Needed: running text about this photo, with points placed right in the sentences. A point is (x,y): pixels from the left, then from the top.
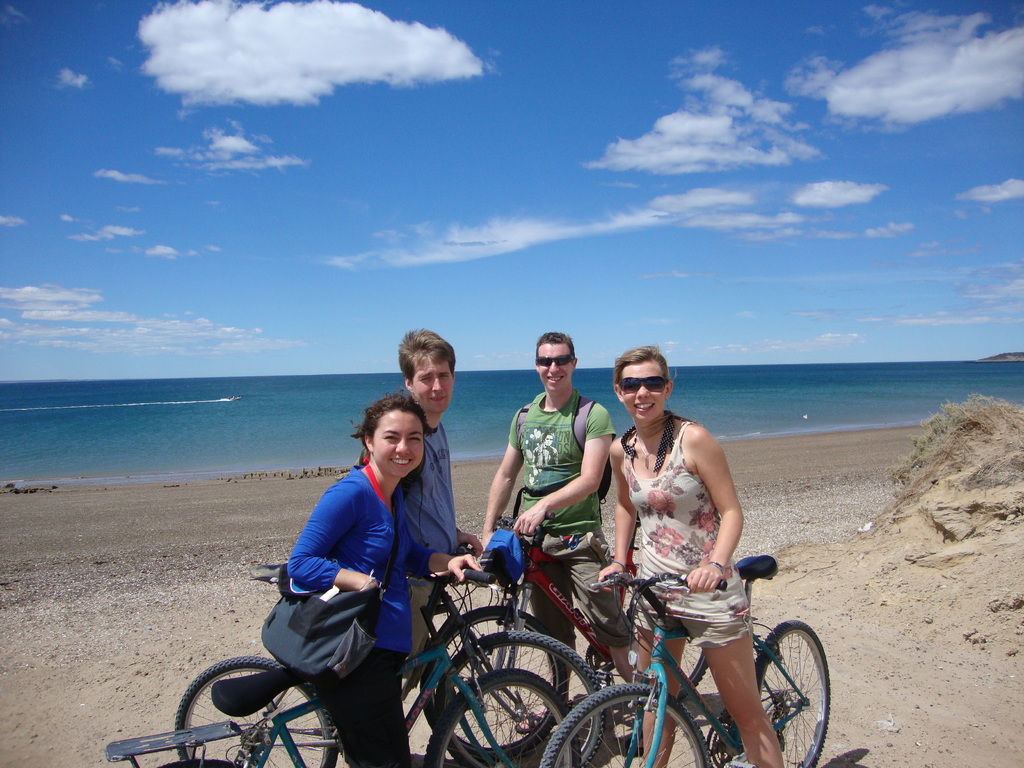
In this image I see 2 women (650,415) and 2 men (564,509) and all of them are smiling and all of them are with their cycles (115,741). In the background (254,479) I see the sand (13,699), water (17,402) and the sky (89,358).
